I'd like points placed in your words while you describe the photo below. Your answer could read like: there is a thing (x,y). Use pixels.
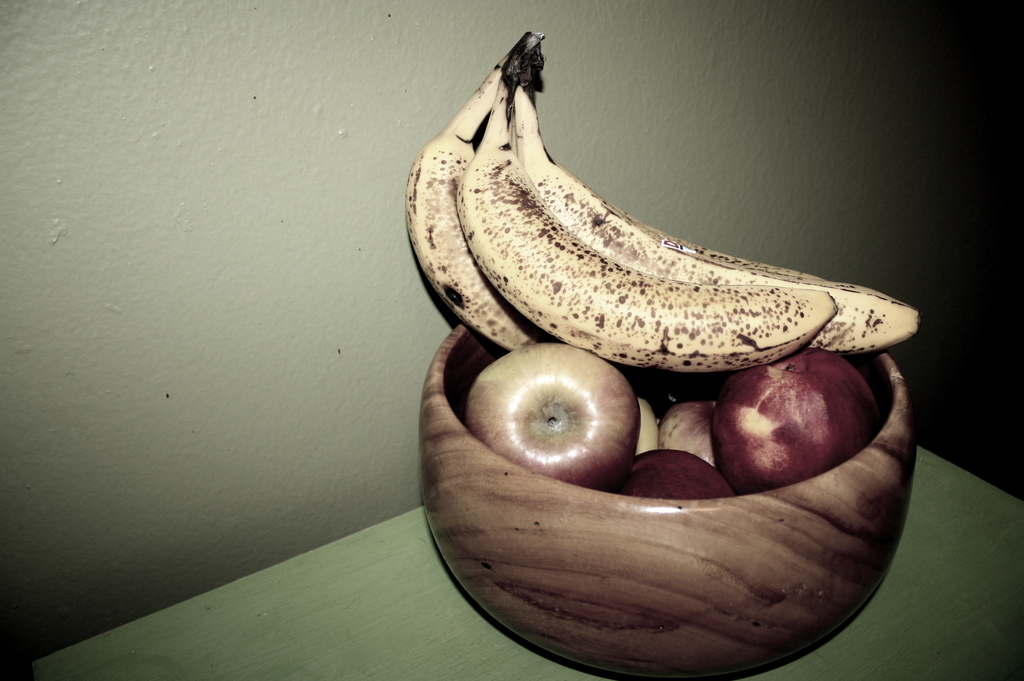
In this image there is a bowl (571,565), having few apples (739,444) and bananas (646,364) in it. Bowl (565,602) is kept on a table (348,574). Background (110,260) there is a wall (385,313).
